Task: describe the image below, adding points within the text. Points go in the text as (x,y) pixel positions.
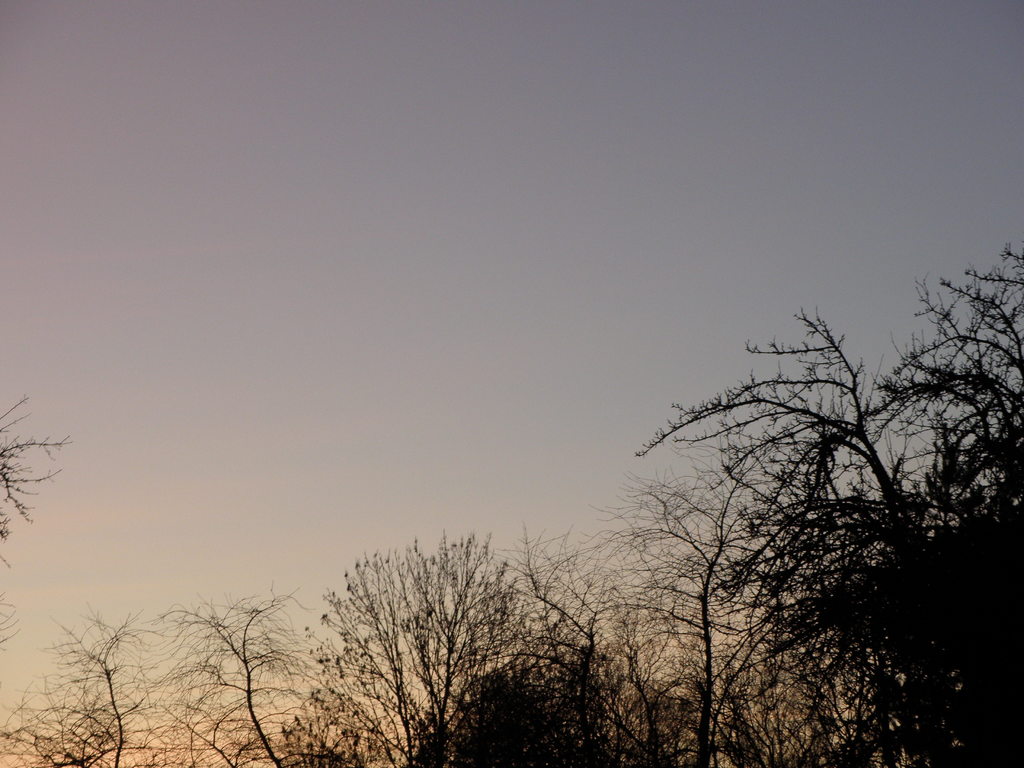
In this picture there are few trees (588,643) and the sky (515,425) is blue in color.
